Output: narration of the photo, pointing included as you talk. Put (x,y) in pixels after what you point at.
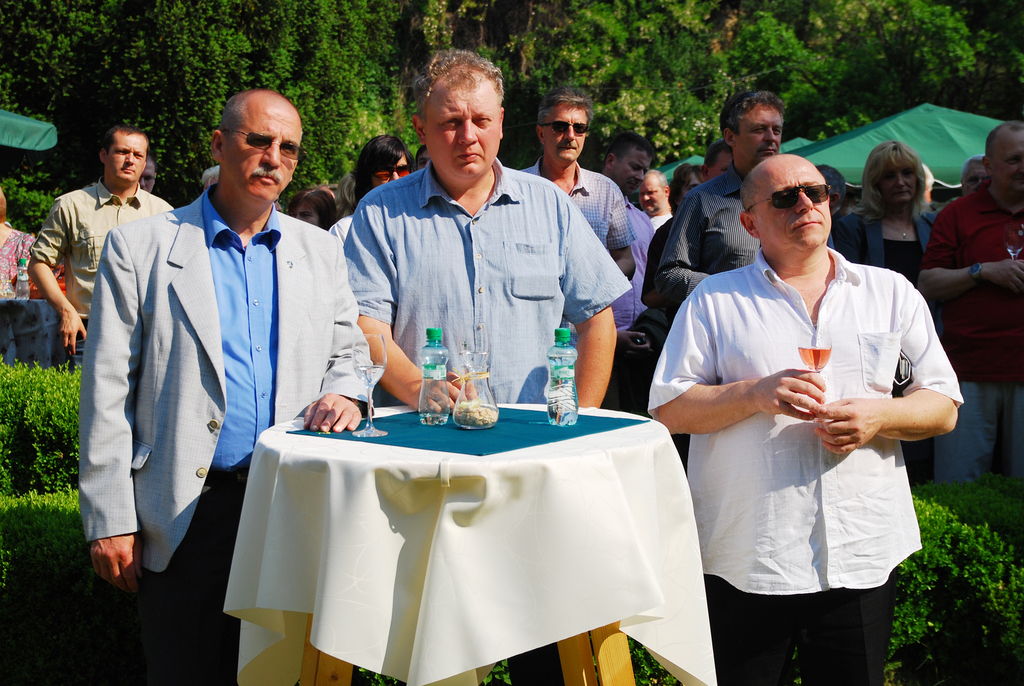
This image is taken in outdoors. There are few people (536,228) in this image. In the right side of the image (795,222) a man (742,654) is standing holding a glass of wine (812,358) in his hand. In the middle of the image (587,282) two man (468,66) are standing, behind a table (331,661) and on the top of the table (588,548) there is a table cloth (436,522), napkin (521,418), a glass (372,379) with wine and two bottles (565,389) on it. At the background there are many trees (306,116) and plants (71,468) and few people (872,236) were standing under a tent (937,130).
